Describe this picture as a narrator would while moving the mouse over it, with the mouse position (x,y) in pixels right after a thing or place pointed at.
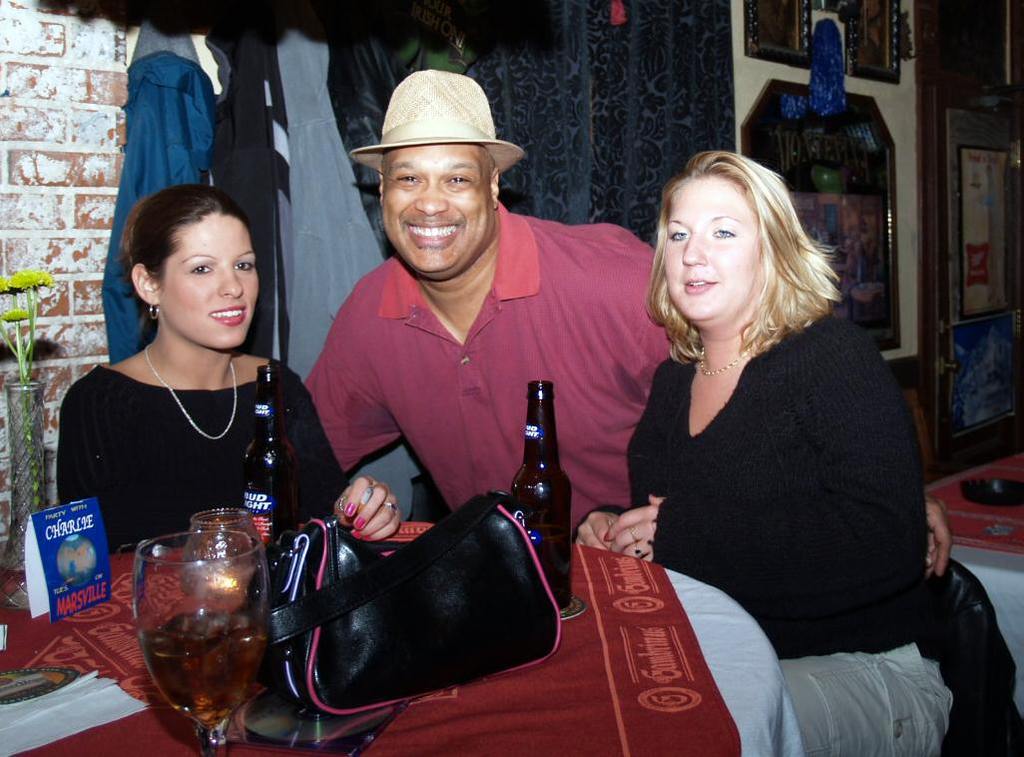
In this image we can see three persons (460,335). In front of the persons (334,511) we can see few objects (245,662) on a table (571,643). Behind the persons (366,148) we can see few clothes (211,110), curtain (634,83), photo frames (757,139) on a wall (743,143). On the right side (966,324), we can see wooden object (937,414).
